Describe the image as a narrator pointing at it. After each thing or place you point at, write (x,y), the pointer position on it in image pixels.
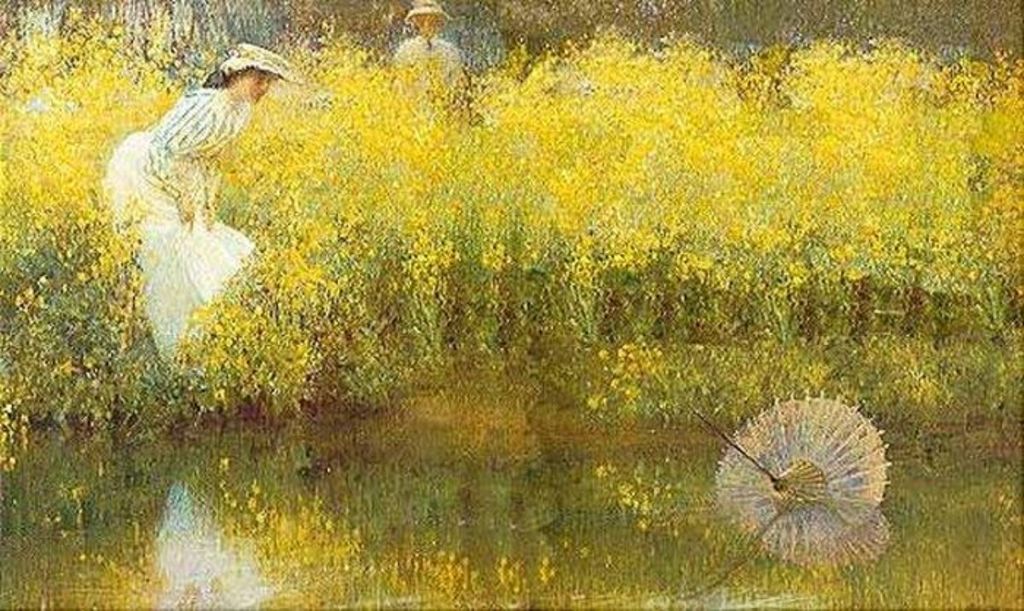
In this picture painting of people (134,175), plants (360,133), flowers (757,142) and an umbrella (767,479) in the water (784,594).
